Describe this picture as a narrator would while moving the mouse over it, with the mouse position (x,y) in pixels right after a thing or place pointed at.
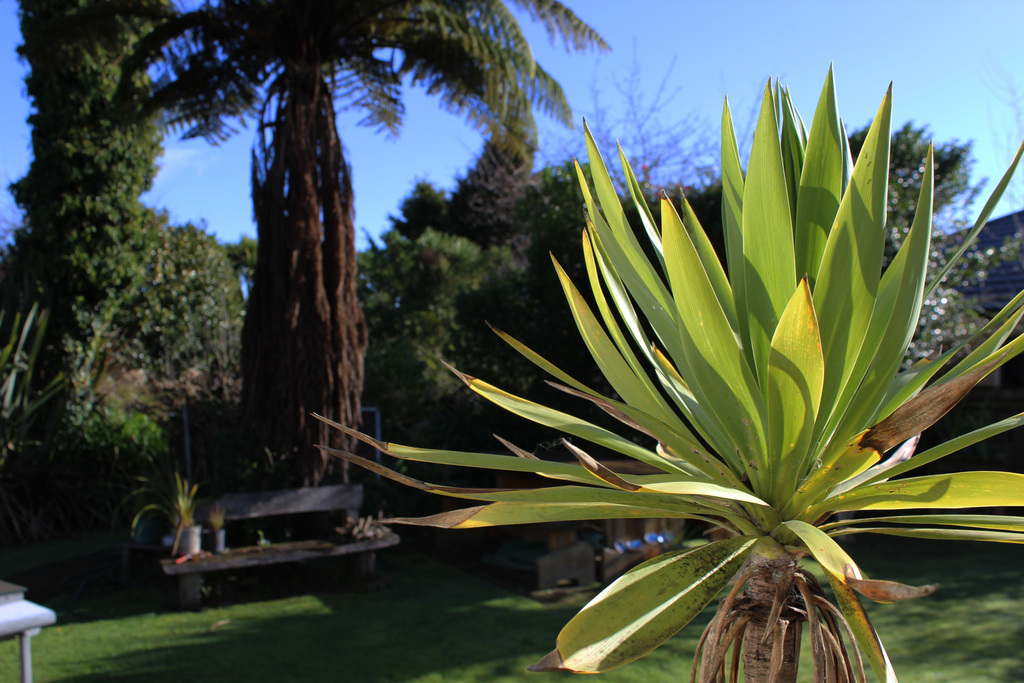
In this image there is a plant (777,560) having leaves (722,566). There is a bench (178,568) on the grassland (301,612). On the bench (196,566) there are two pots (192,541) having plants (189,521). Background there are few trees (77,493). Top of the image (779,48) there is sky (776,39). Left bottom there is a table (22,649). Behind the plant (642,577) there is some object (603,578) on the grassland (546,614).
